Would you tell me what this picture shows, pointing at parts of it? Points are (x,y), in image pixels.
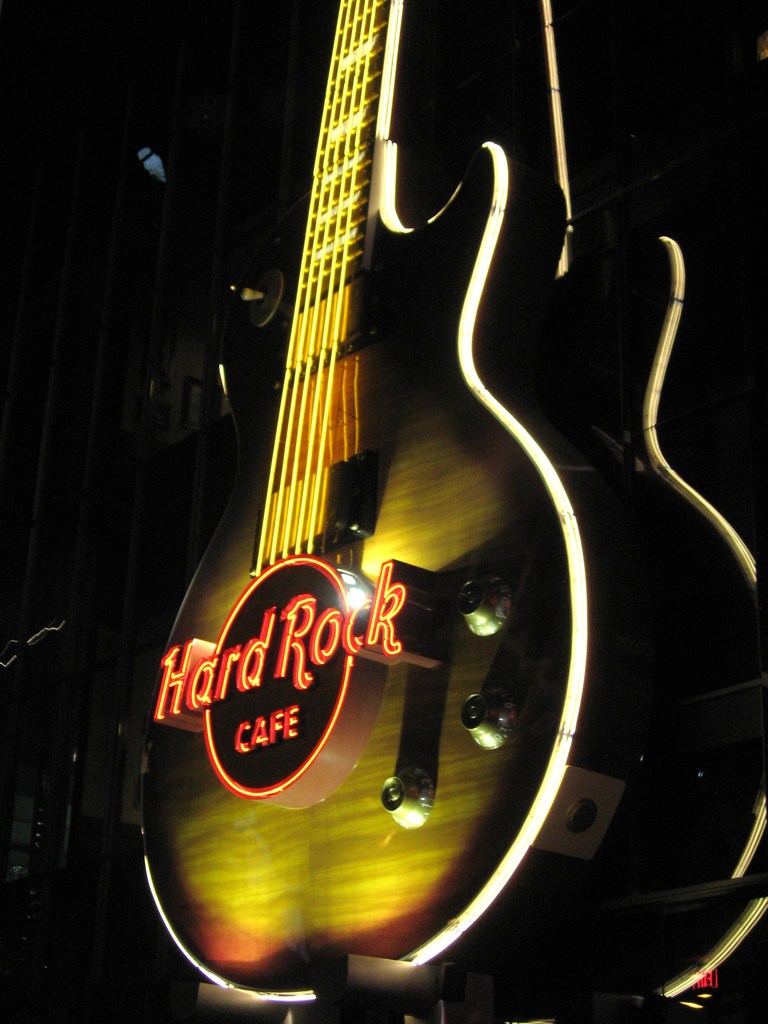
In this picture we can see a guitar (453,510).
